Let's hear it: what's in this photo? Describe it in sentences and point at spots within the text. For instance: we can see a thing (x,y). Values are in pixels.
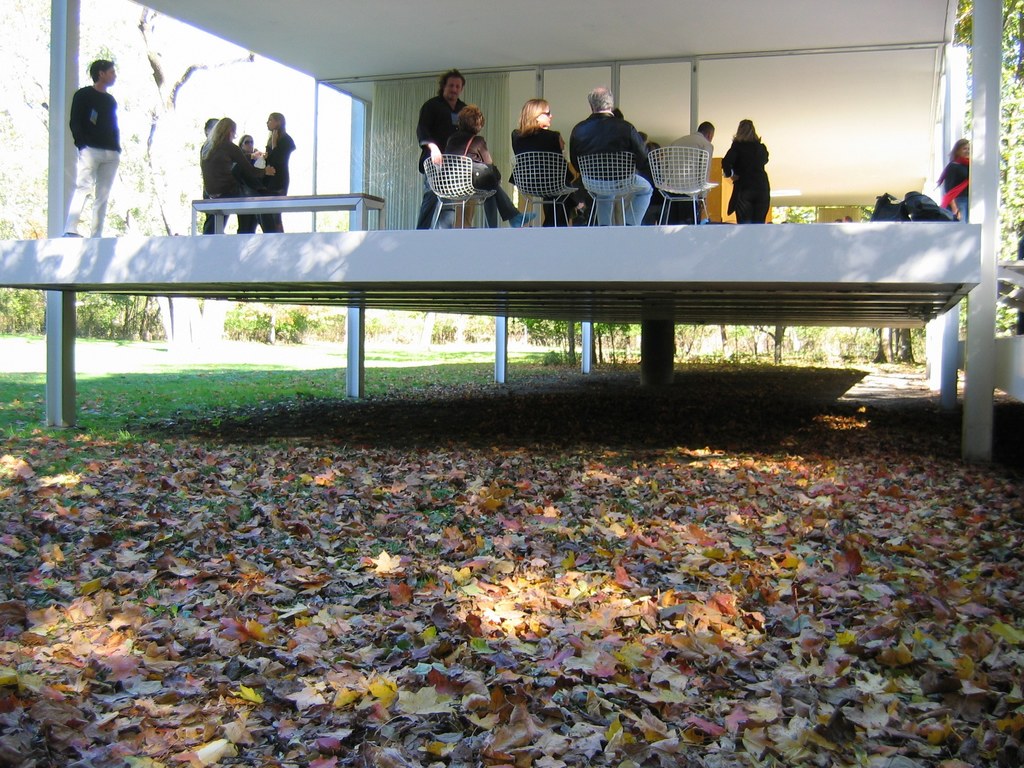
We can see leaves (206,520), few people (526,114) are sitting on chairs (626,169) and few people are standing. We can see table (372,205). In the background (151,157) we can see trees (124,161).
